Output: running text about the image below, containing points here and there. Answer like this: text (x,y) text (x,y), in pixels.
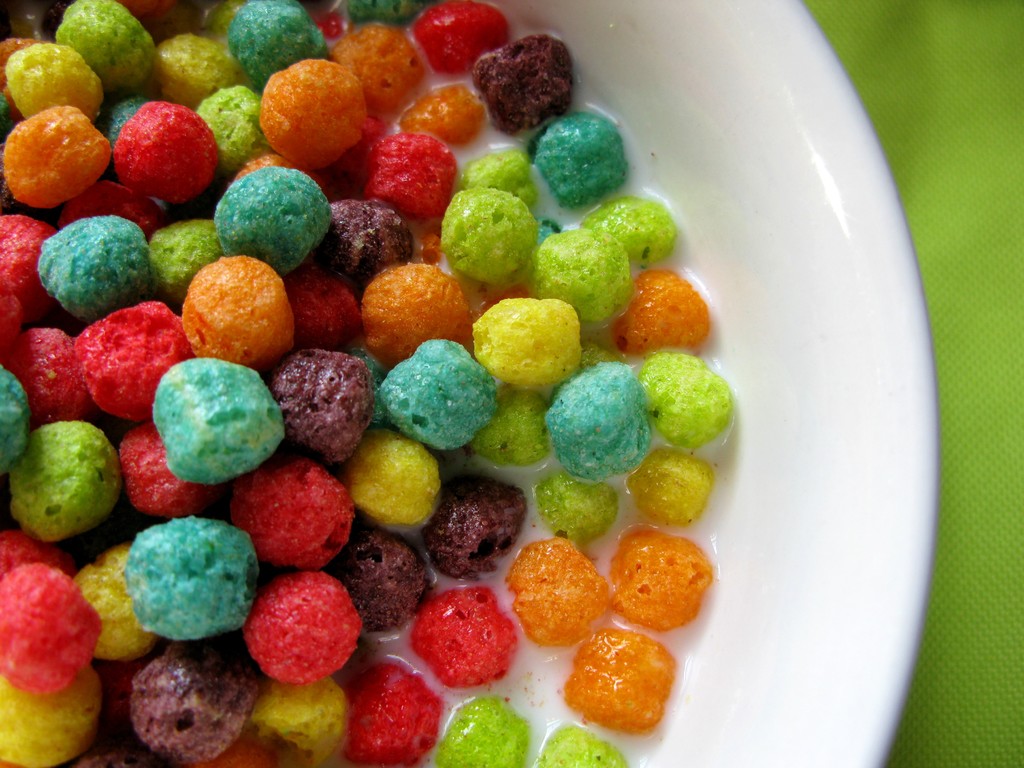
In this image I can see some food item (339,444) in the bowl (755,469).
